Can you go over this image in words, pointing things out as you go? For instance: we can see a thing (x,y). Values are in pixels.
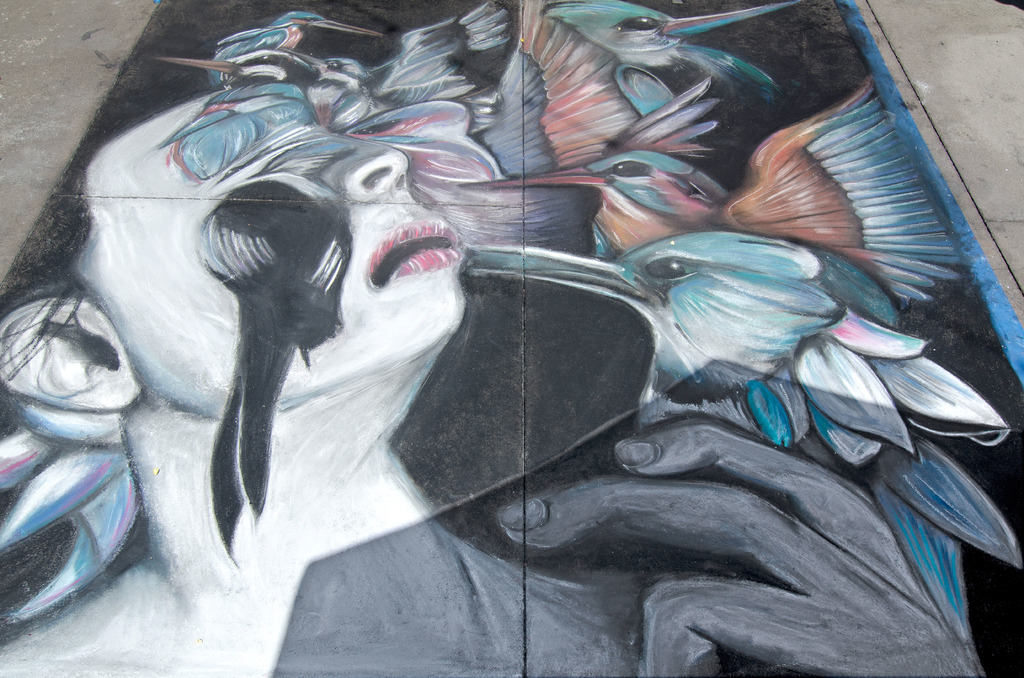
In this picture I can see the painting (591,281) of a person (411,196) and few birds (526,135).
